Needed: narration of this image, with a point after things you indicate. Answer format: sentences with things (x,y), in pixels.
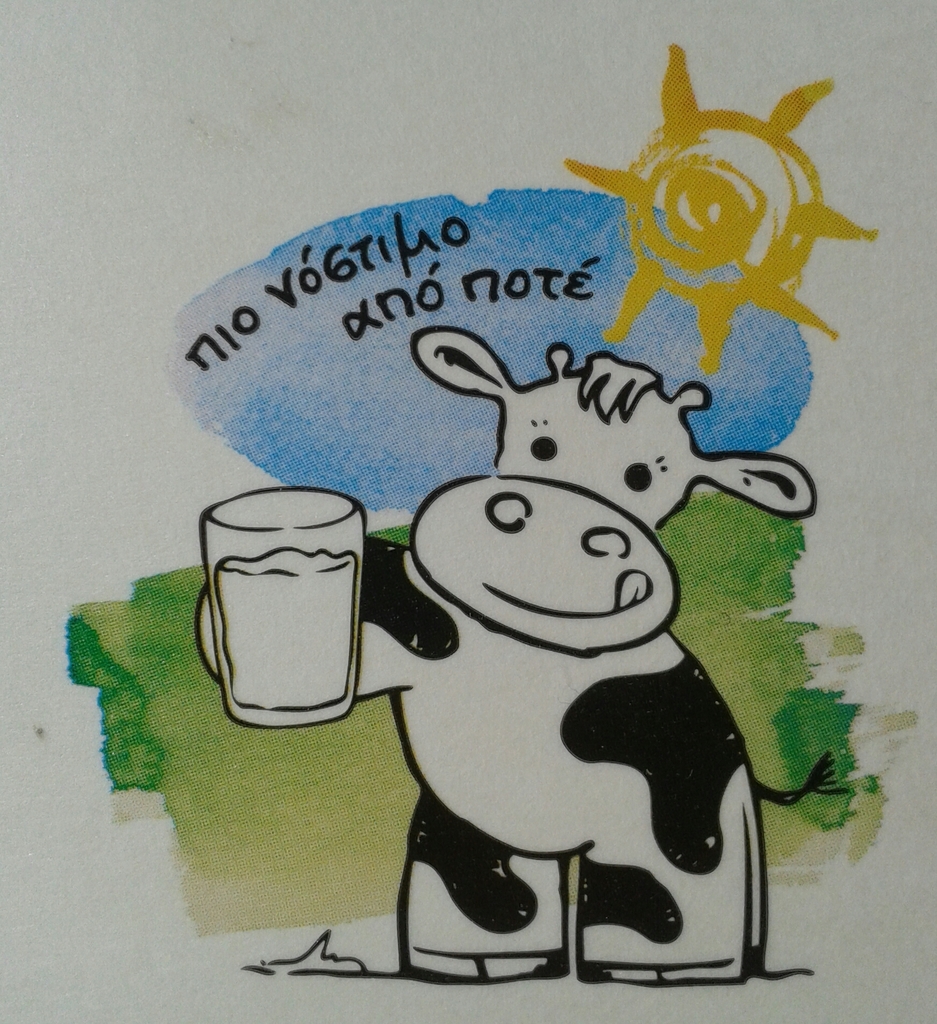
In this image there is painting (400,227). There is a cartoon image (479,710) of an animal (483,672) holding a glass (312,672). Top of it there is some text (304,280) and sun image (786,197) are on the paper (817,420).
